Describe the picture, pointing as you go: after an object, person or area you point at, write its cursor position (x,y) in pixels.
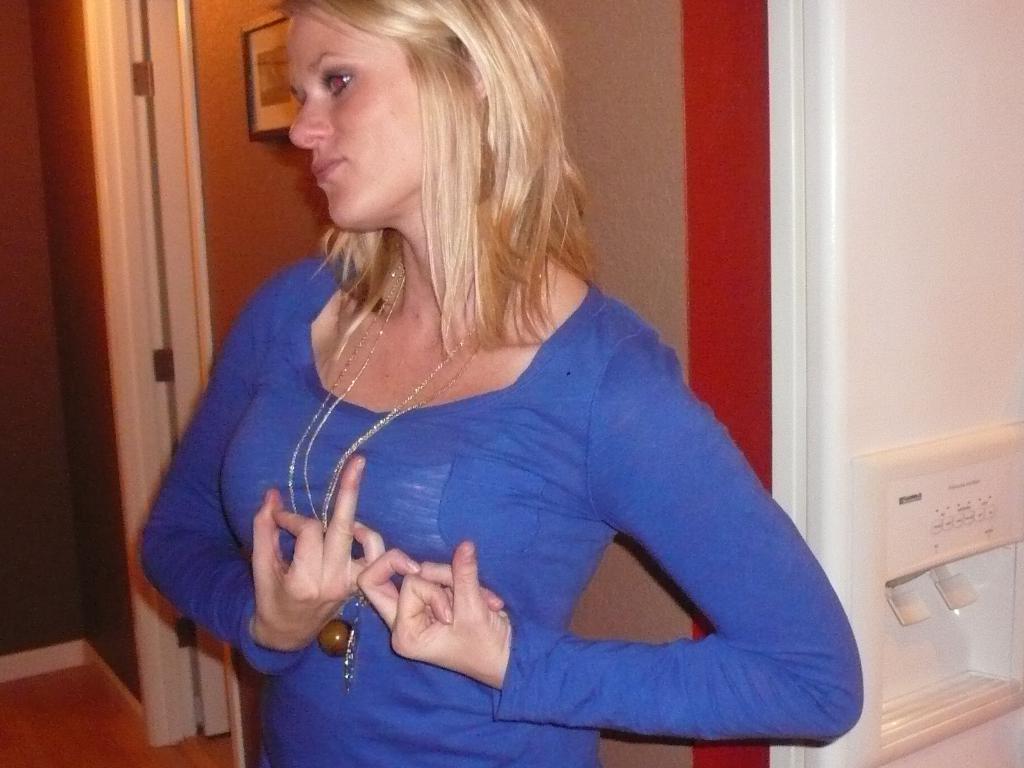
In the picture I can see a woman (468,668) is standing and wearing blue color clothes (429,540). In the background (653,110) I can see walls (755,343) and some other things (844,167).
